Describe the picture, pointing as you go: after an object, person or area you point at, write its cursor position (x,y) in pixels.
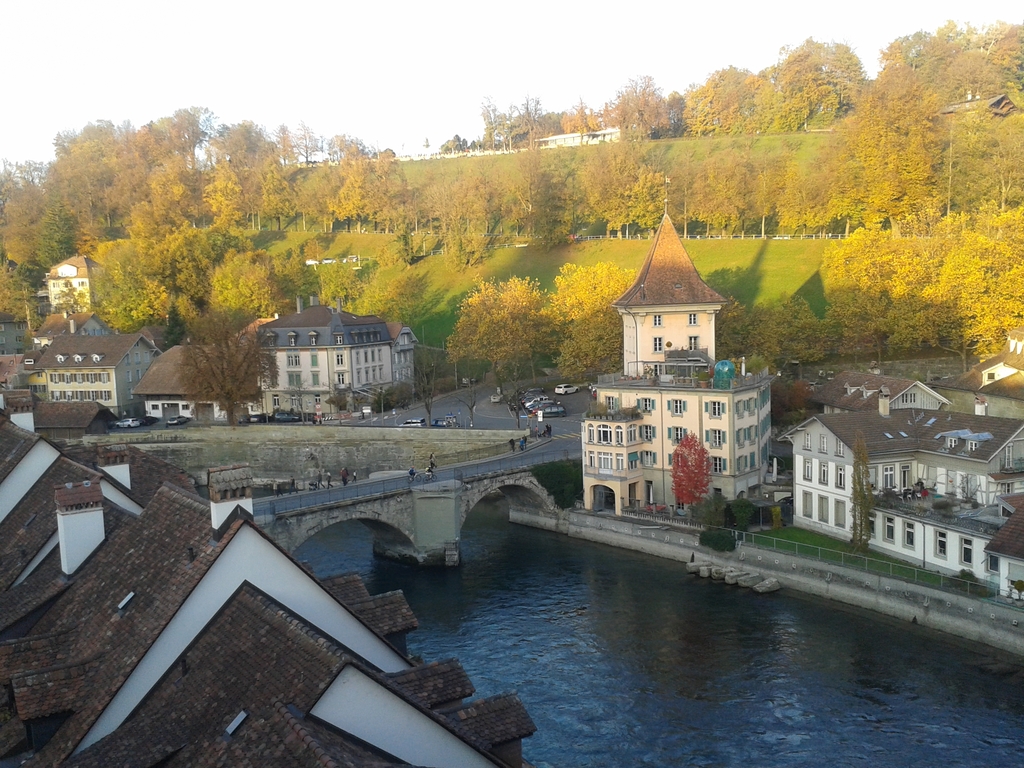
In the center of the image (445,480) we can see bridge (453,517) and some people (546,432) are walking on a bridge (533,480). In the background of the image (759,406) we can see the buildings (630,404), roofs (857,388), trees (317,142), grass (573,260), boards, vehicles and some people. At the bottom of the image (612,708) we can see the water (609,694). On the right side of the image (838,546) we can see the railing (839,559), grass (785,538), stones (727,570), bushes (740,524). At the top of the image (527,65) we can see the sky (373,109).
